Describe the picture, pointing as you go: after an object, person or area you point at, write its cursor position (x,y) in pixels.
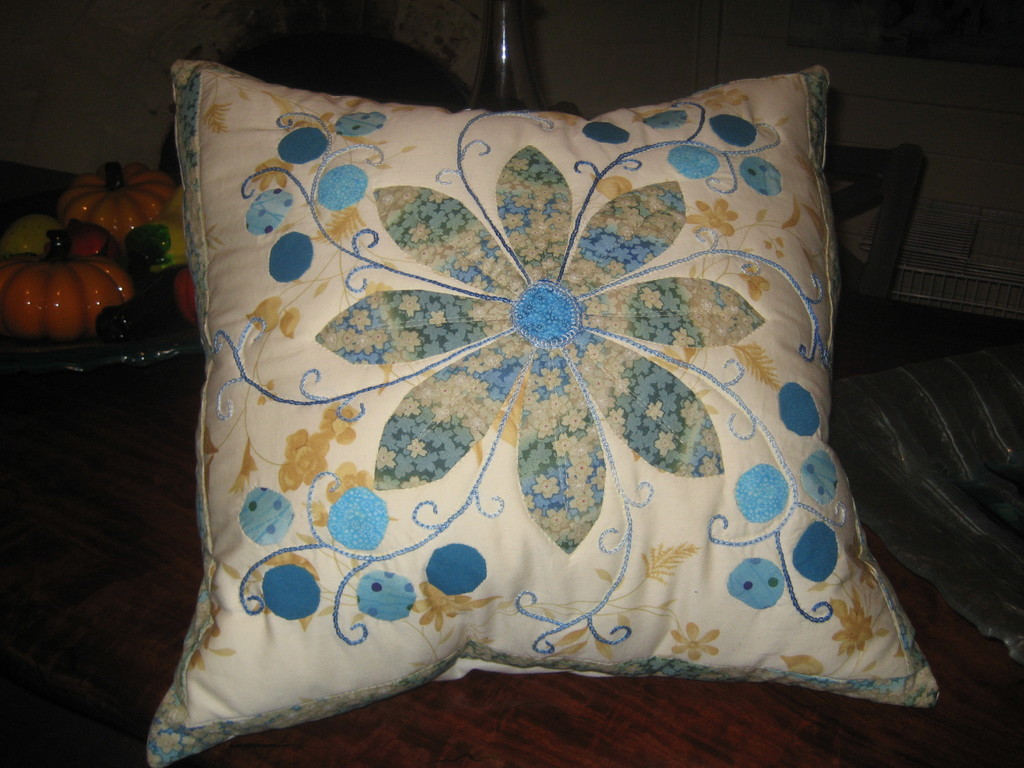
In this picture we can see the pillow (712,475) on the table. On the left (165,174) we can see fruits (81,236) on the table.
